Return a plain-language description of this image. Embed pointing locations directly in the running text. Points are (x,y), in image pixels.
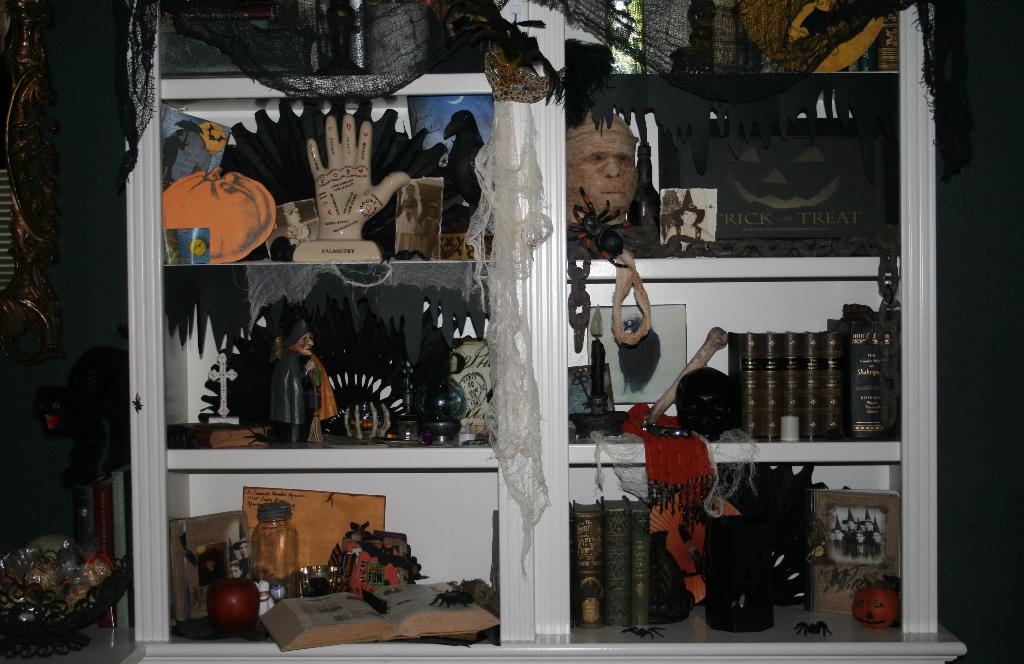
In this image we can see some shelves (796,264) and some objects (885,224) in it, on the left side (96,534), we can see some other objects (96,425) truncated and there are some books (101,511).
